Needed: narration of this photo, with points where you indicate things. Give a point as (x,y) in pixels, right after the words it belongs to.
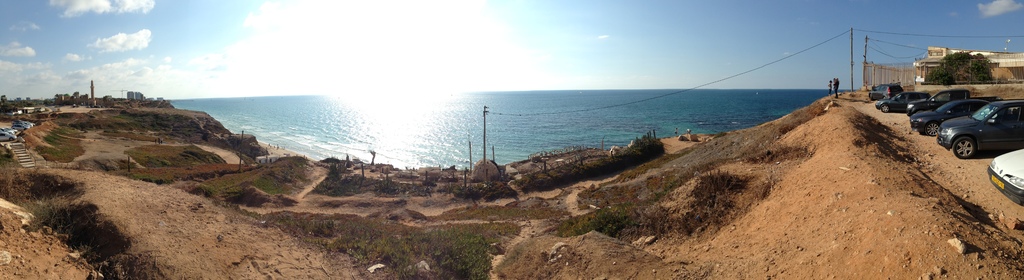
In this picture there are vehicles (1014,193) and there are buildings (925,65) and trees (927,80). On the right side of the image (853,82) there are two persons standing and there are poles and there are wires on the poles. At the top (148,8) there is sky (302,53) and there are clouds (129,8) and there is a sunshine (407,49). At the bottom (370,250) there is ground (192,216) and there is grass (490,258). At the back (444,145) there is water (526,126).
